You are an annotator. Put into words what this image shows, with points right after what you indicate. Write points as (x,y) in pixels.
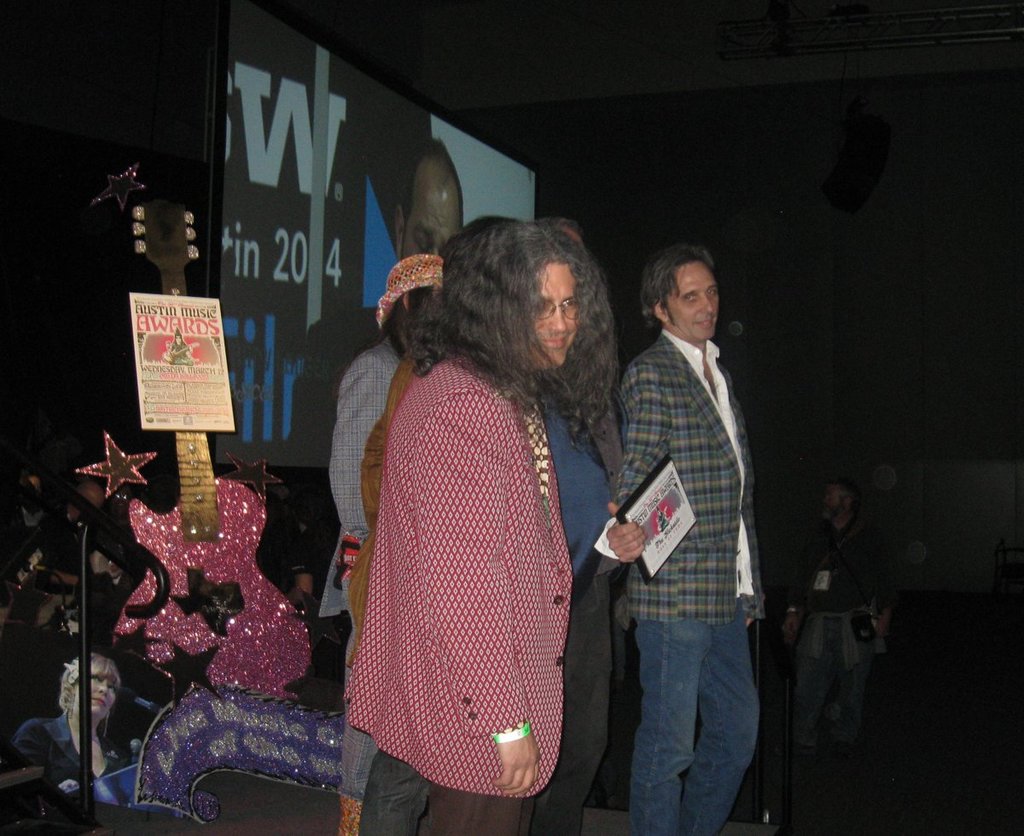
In this picture at the center (629,454) we can see 4 to 5 people (604,619). One of them at the center (659,514) is holding a memento (646,514). In the background (365,253) there is a screen (450,209) and also we see a guitar (202,619). Here we can see the word awards (181,323), it may be presentation ceremony and in the background (106,688) we can see some crowd (289,534).
